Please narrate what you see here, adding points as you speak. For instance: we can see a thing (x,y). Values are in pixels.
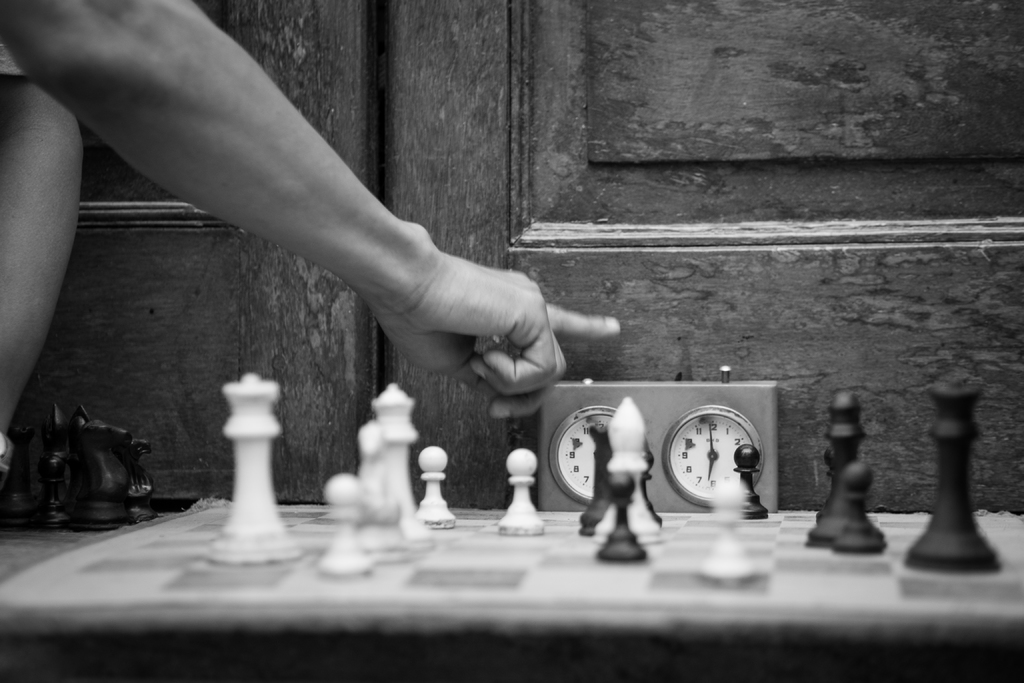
In this image there is a man (6,340) playing chess. At the bottom (125,548) there is a chess board (195,533) and chess coins (242,496) on it. At the background (704,290) there is a wooden door (602,290) and a timer (615,393).
